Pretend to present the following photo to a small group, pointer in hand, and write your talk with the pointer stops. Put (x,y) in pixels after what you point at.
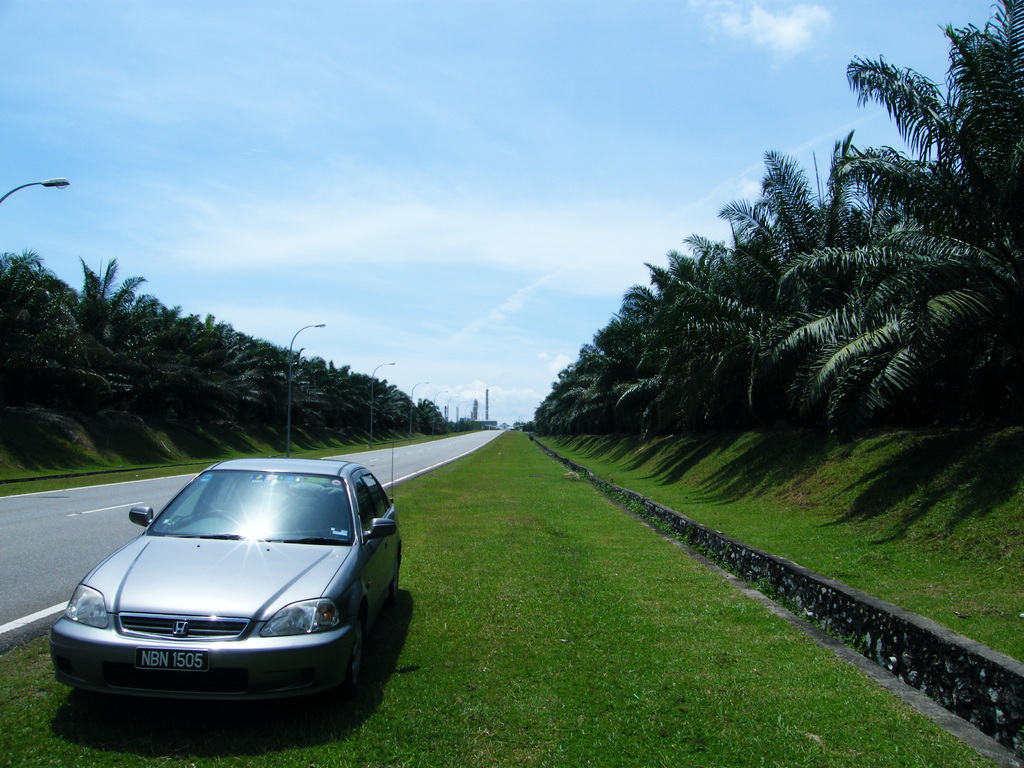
In this image we can see a car (304,565), grass (441,561), trees (109,376), road (104,488), poles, sky (488,116) and clouds (661,228).
